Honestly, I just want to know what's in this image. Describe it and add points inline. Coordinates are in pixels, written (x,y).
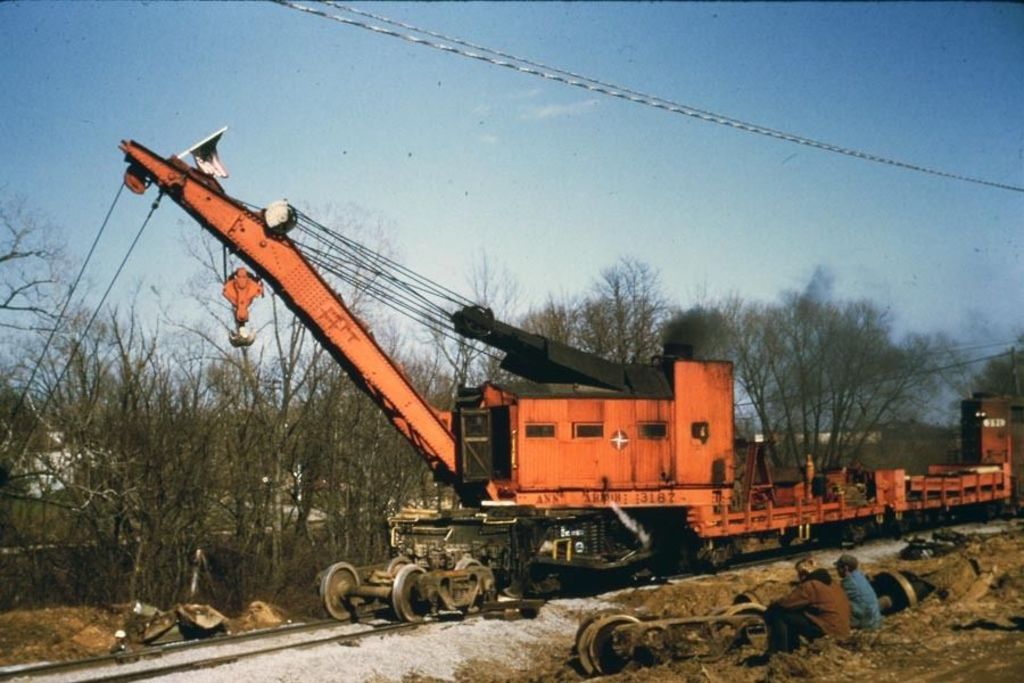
In this picture, we see the vehicle (614,480) which looks like a train (548,494) is moving on the railway tracks (323,639). At the bottom of the picture (810,569), we see two men (815,618) are sitting. There are trees (779,364) in the background (836,348). At the top of the picture (637,106), we see the wires (857,152) and the sky (633,137), which is blue in color.
